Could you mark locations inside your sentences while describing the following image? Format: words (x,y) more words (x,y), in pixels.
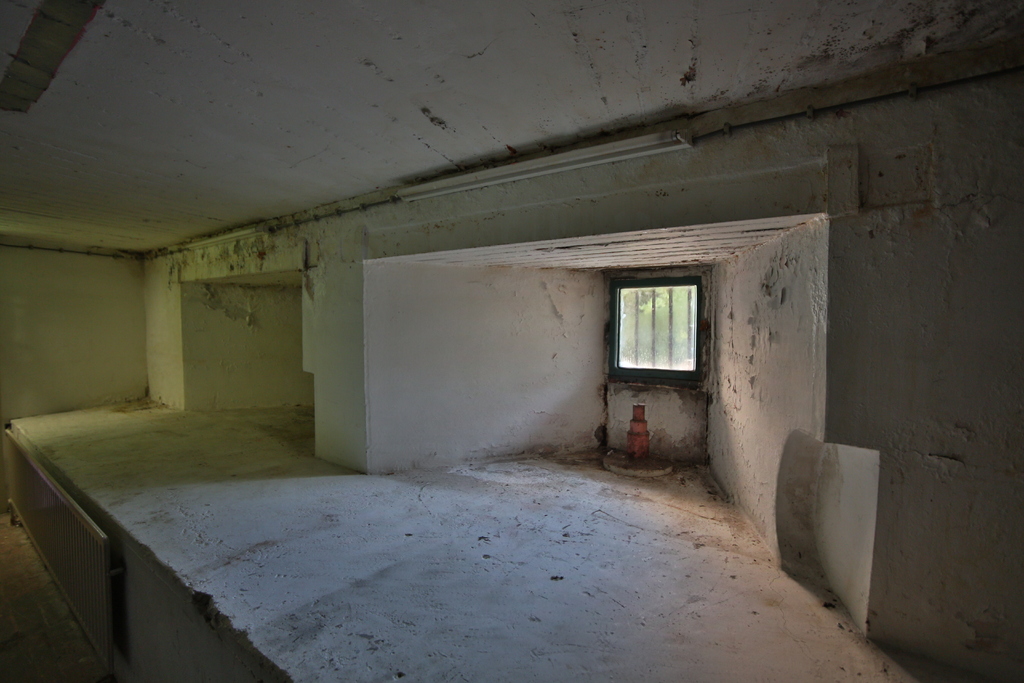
At the top of the image (302,52) there is ceiling (436,101). At the bottom of the image (48,648) there is floor (39,631). There is wall (581,343). There is a glass window (641,332).
